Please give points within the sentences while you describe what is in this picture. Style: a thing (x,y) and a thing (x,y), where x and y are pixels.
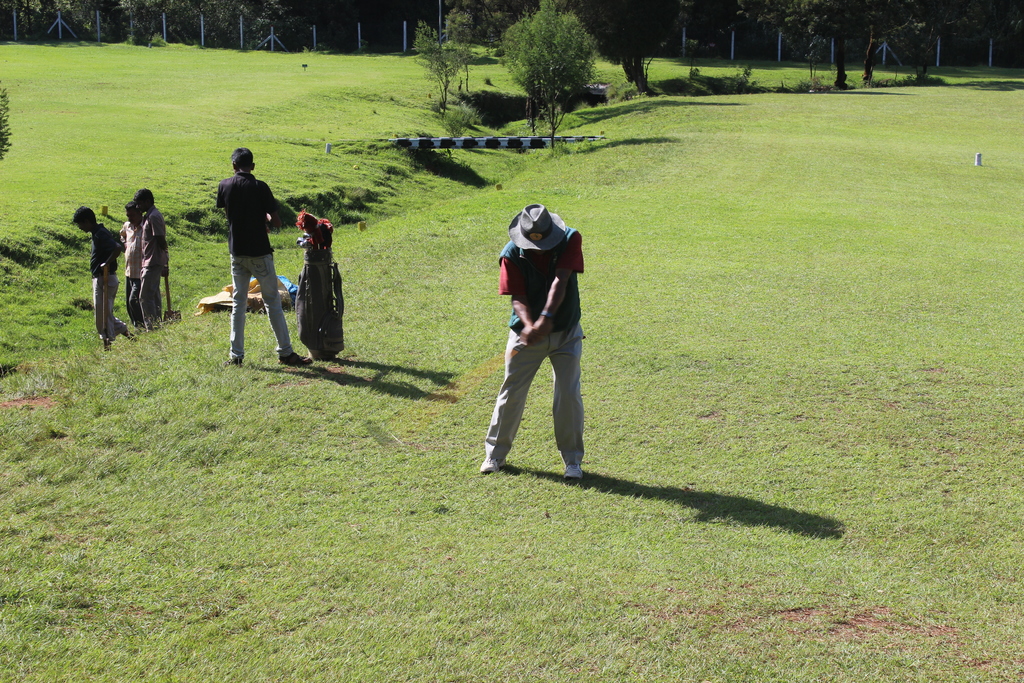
In this image, I can see trees (1006,28), a bag (303,267), objects (306,234) and few people (131,259) standing on the grass (676,494). At the top of the image (241,30), I can see the fence (348,28).
